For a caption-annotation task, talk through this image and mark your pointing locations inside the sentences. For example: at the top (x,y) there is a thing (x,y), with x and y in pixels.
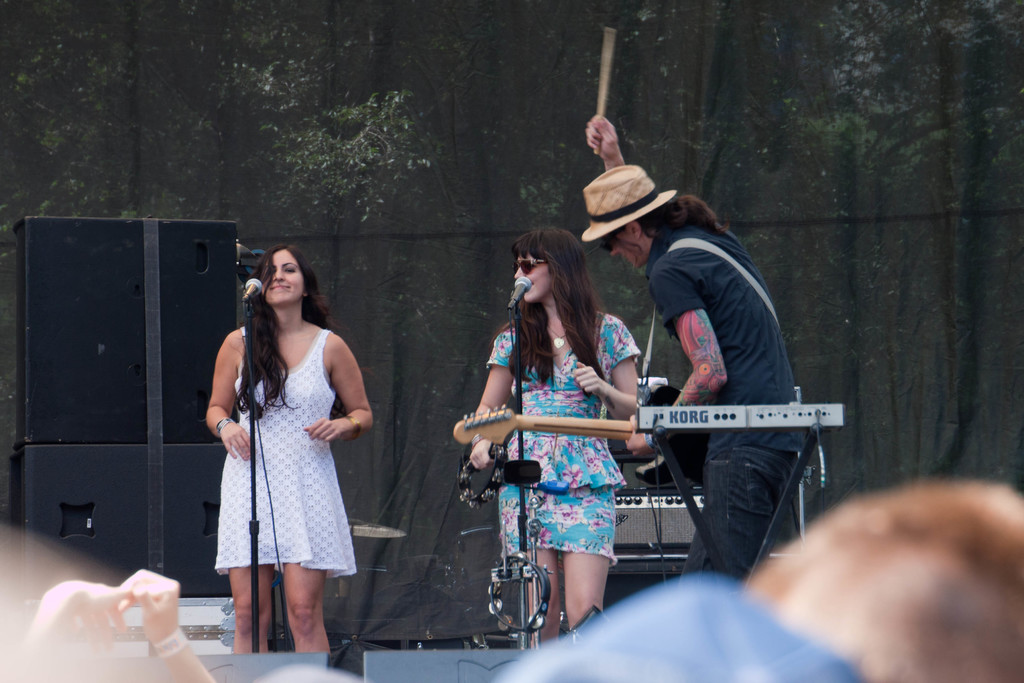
A rock band (596,334) is performing on a stage (460,296).
